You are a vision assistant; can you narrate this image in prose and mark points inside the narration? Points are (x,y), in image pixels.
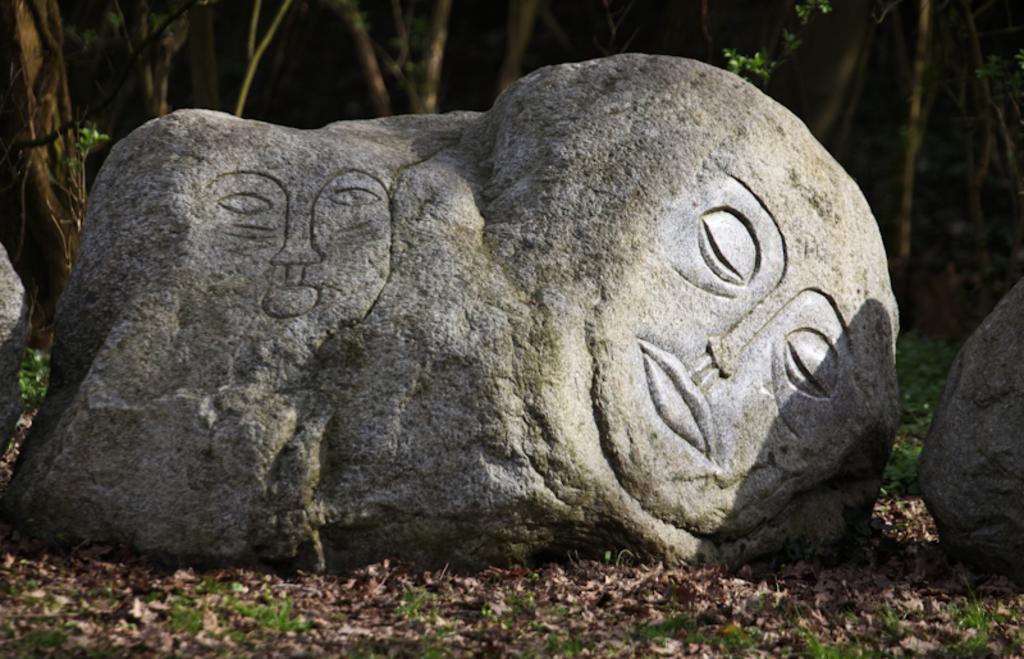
In this image we can see a sculpture (707,430) and two stones (950,484), there are some dry leaves (336,587) and grass (273,608) on the ground (373,596), in the background (397,33) we can see some trees (968,33).
